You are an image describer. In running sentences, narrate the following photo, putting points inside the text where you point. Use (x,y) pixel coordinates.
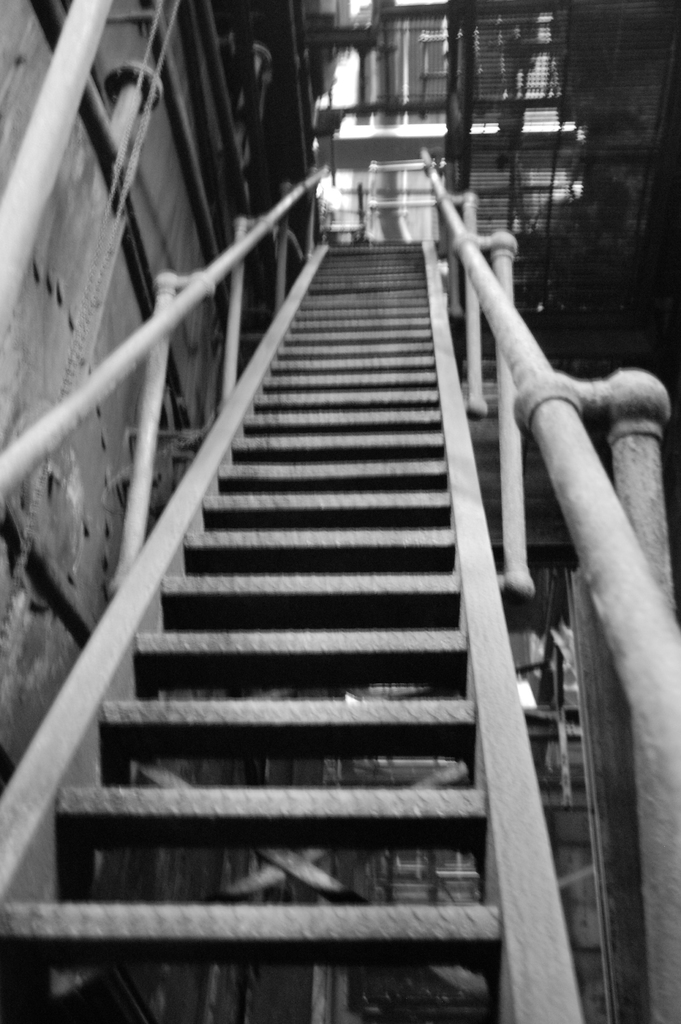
In this image we can see staircase (189,504), poles (248,240), buildings (255,201), and the picture is taken in black and white mode.
